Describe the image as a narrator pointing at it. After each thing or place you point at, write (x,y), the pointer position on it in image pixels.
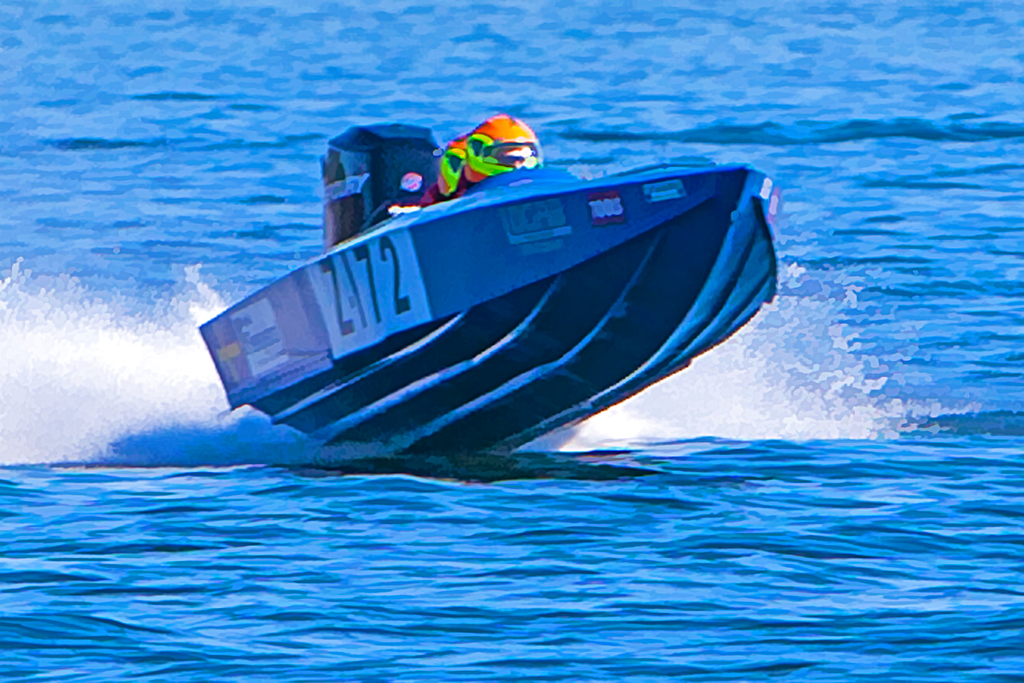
In this picture we can see a person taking a motor boat (742,206) ride on the river (443,561). The water (331,528) is blue.
